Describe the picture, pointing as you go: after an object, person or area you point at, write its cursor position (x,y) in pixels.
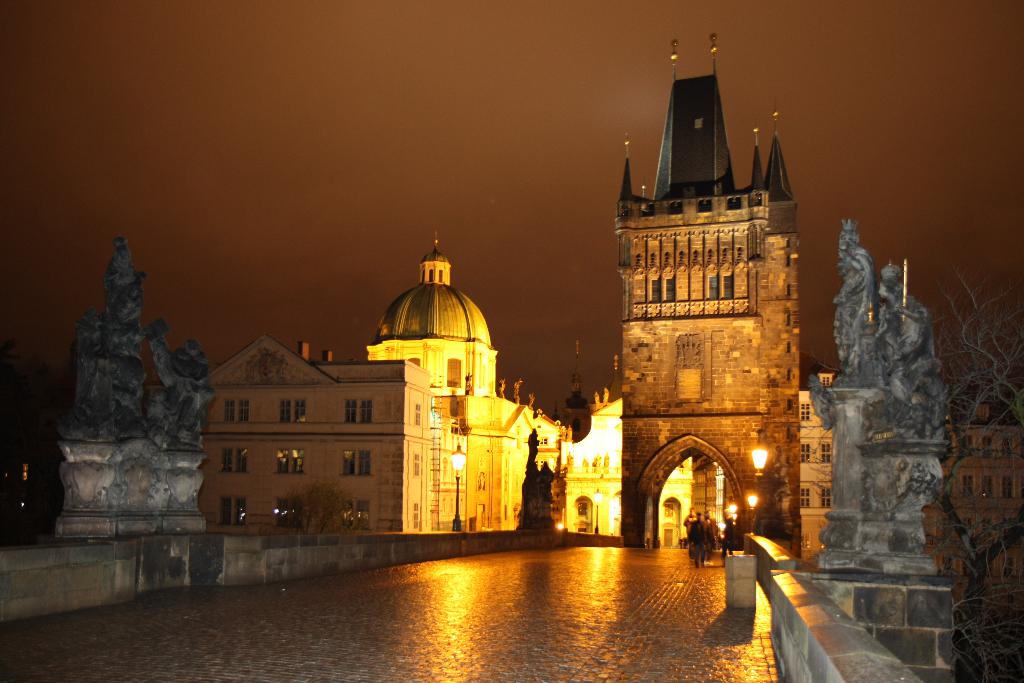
In this image I can see a fort (630,376), in front of the fort (745,521) I can see person (703,557) and lights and sculpture (858,486) and the wall (268,541) and at the top (356,68) I can see the sky (459,54) and on the right side (965,555) I can see a tree (974,577) and this picture is taken during night.
